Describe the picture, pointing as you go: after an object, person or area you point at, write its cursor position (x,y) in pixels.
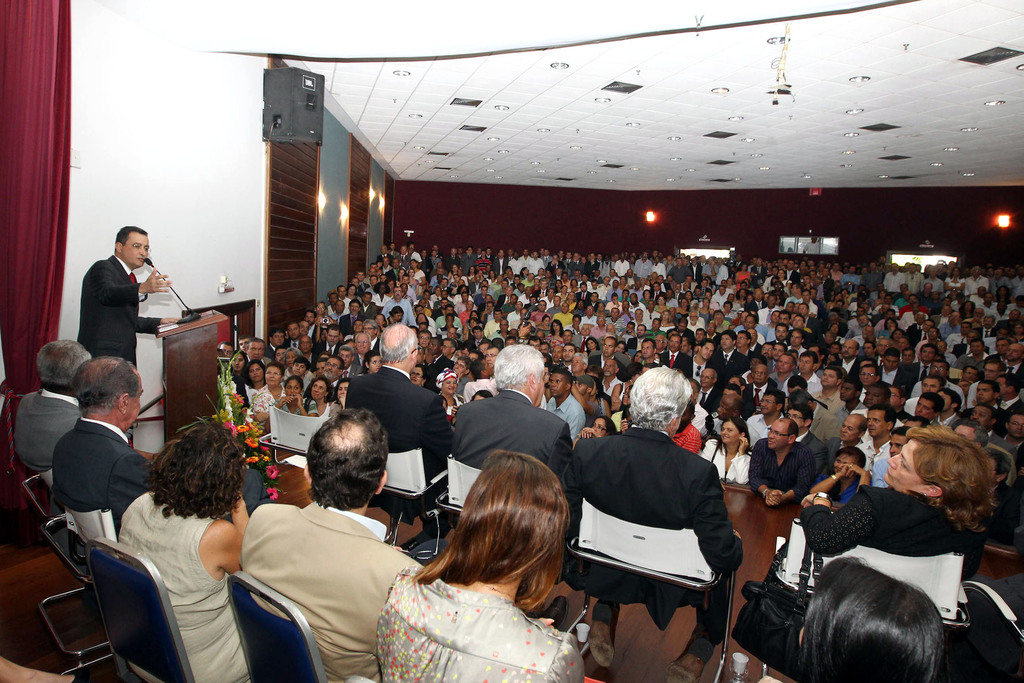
In this picture there are group of people (683,271) standing, and there is a man (135,244) standing near a podium (173,360), group of people (200,461) sitting in chairs (182,638), and in background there is bouquet (220,384), speakers (304,77), lights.
